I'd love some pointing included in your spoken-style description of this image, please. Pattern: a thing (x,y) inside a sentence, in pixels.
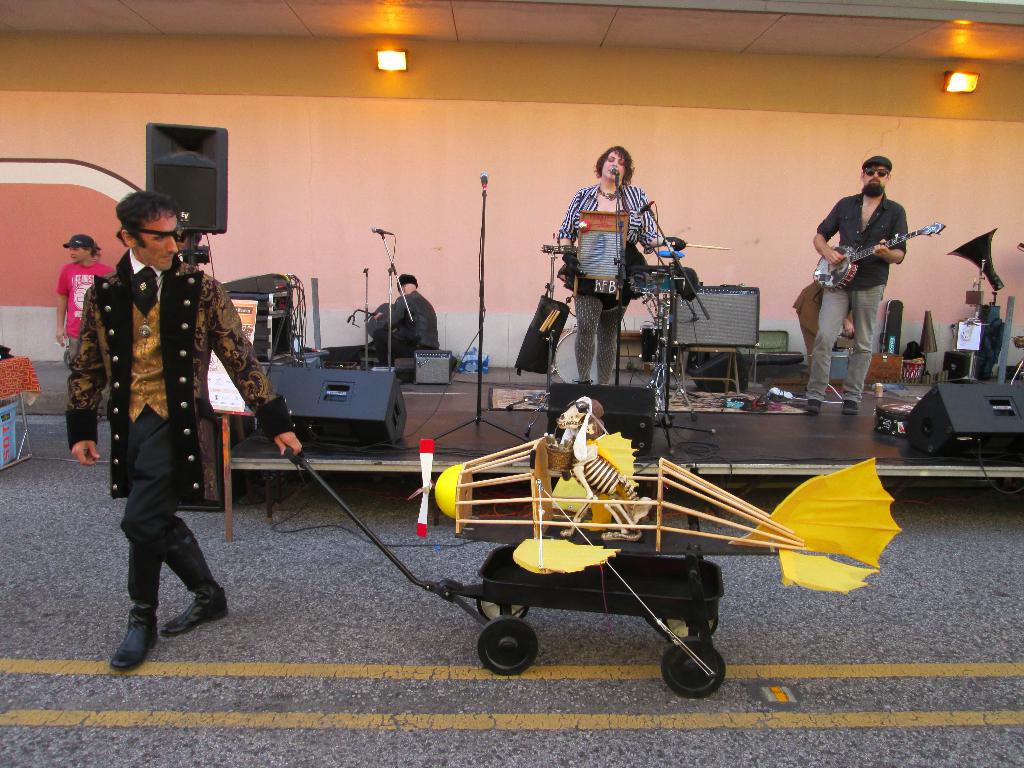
this picture shows couple of people (600,321) standing on The dais (688,424) and playing musical instruments (669,314) and we see a man (867,275) playing banjo (824,271) and a woman (568,212) playing washboard (596,244) and singing with the help of a microphone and we see lights (399,57) to the wall (959,102) and a man (287,442) holding a trolley (571,600) and we see a toy (602,560) on the trolley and another person (86,293) standing on the side, He wore a cap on his head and a human (407,331) seated on the Dais (426,390) and we see speakers (206,223) and a table (27,434) on the side.
